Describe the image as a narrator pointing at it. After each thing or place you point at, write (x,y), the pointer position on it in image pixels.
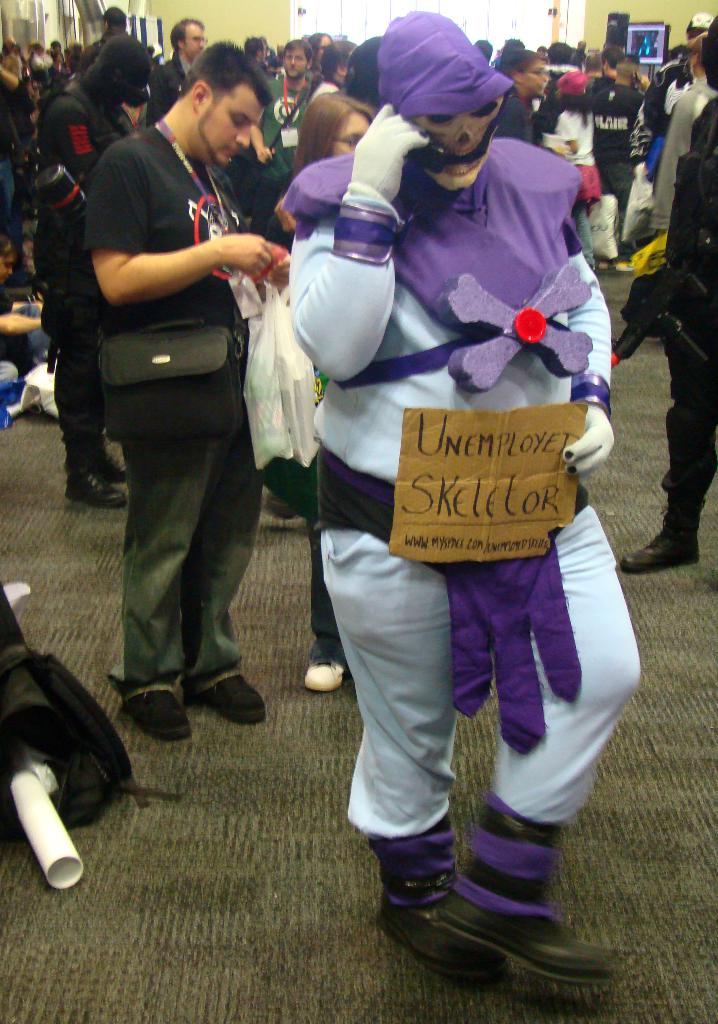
In this image we can see so many people (409,279) are standing. There is a carpet (271,864) on the floor (256,931). There is a bag (51,682) and chart (49,831) on the left side of the image (67,821). At the top of the image (396,16), we can see a window (356,9) and wall (650,7). In the foreground of the image (460,216), we can see a person (551,762) is wearing some costume (403,683) and holding cardboard (485,485) in the hand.
